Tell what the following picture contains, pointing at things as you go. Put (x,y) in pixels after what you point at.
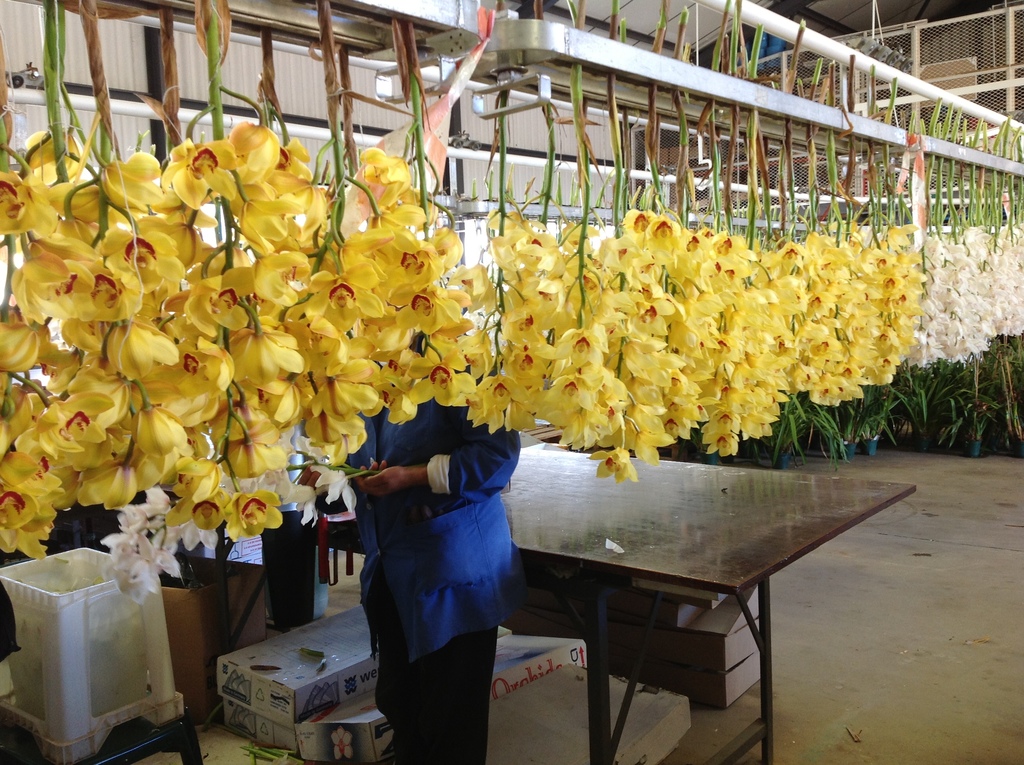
In this image I can see flowers (73,158) and a person (385,533) is standing.
